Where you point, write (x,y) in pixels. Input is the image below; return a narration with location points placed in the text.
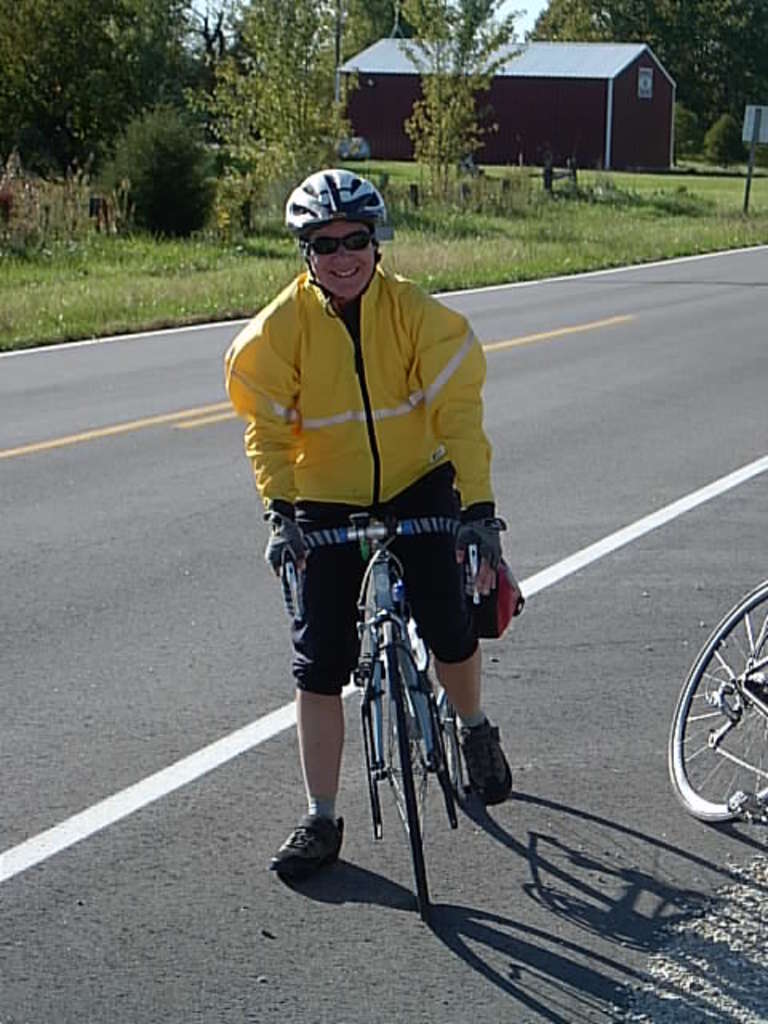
In this image there is a man (331,465) sitting on the cycle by wearing the yellow colour jacket (350,380). In the background (531,107) there is a house (509,89). Beside the house (352,93) there are trees (227,79). On the right side (749,618) there is another cycle (685,759) on the road (626,620).
